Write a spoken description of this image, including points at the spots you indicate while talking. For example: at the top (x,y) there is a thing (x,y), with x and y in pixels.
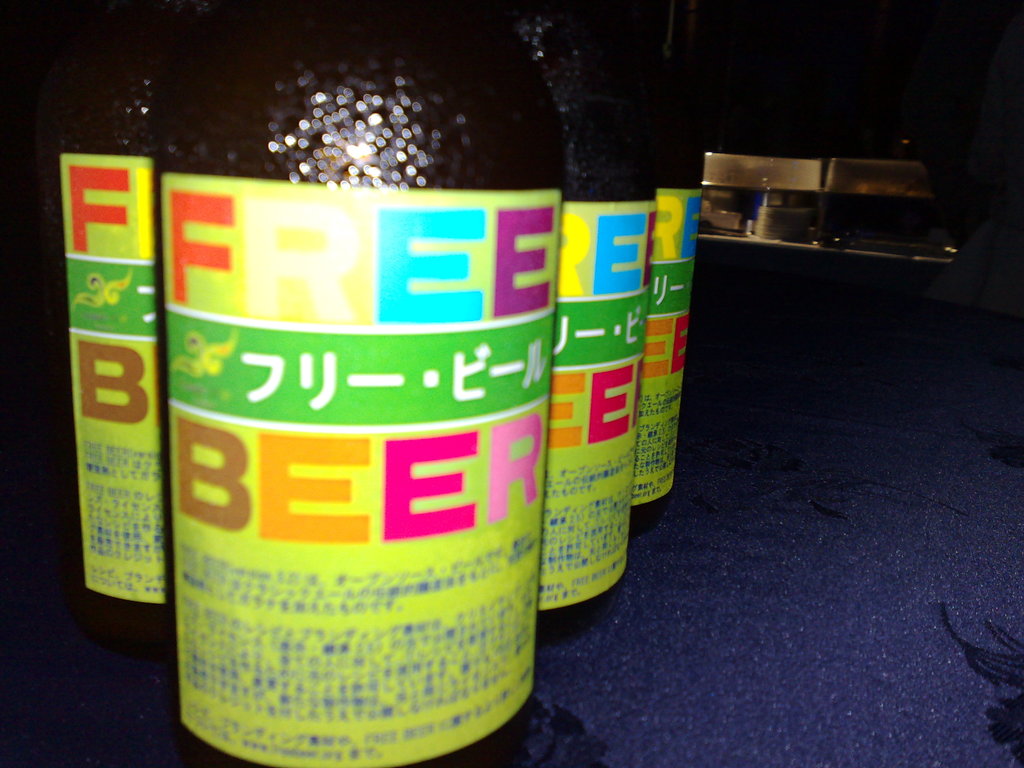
In this image we can see some bottle (333,495) on which some text (558,550) was written.
